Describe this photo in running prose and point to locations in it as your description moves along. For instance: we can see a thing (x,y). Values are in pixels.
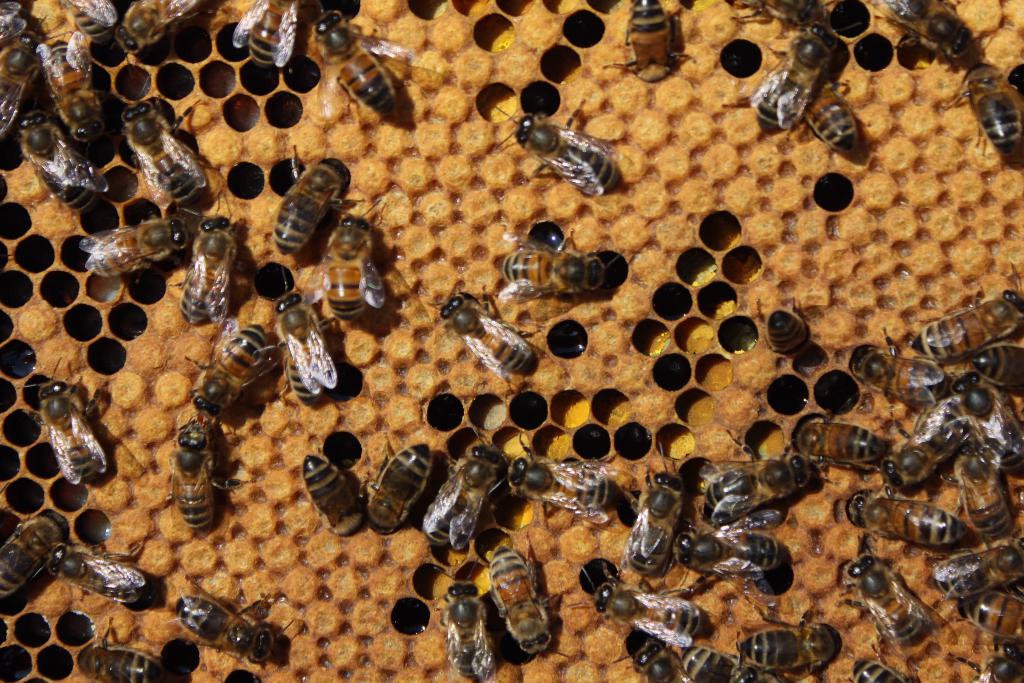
In this picture we can observe number of honeybees (216,407) on the honeycomb (351,363). This honeycomb (359,425) is in cream color. We can observe some holes (529,91) on this honeycomb (151,284).
